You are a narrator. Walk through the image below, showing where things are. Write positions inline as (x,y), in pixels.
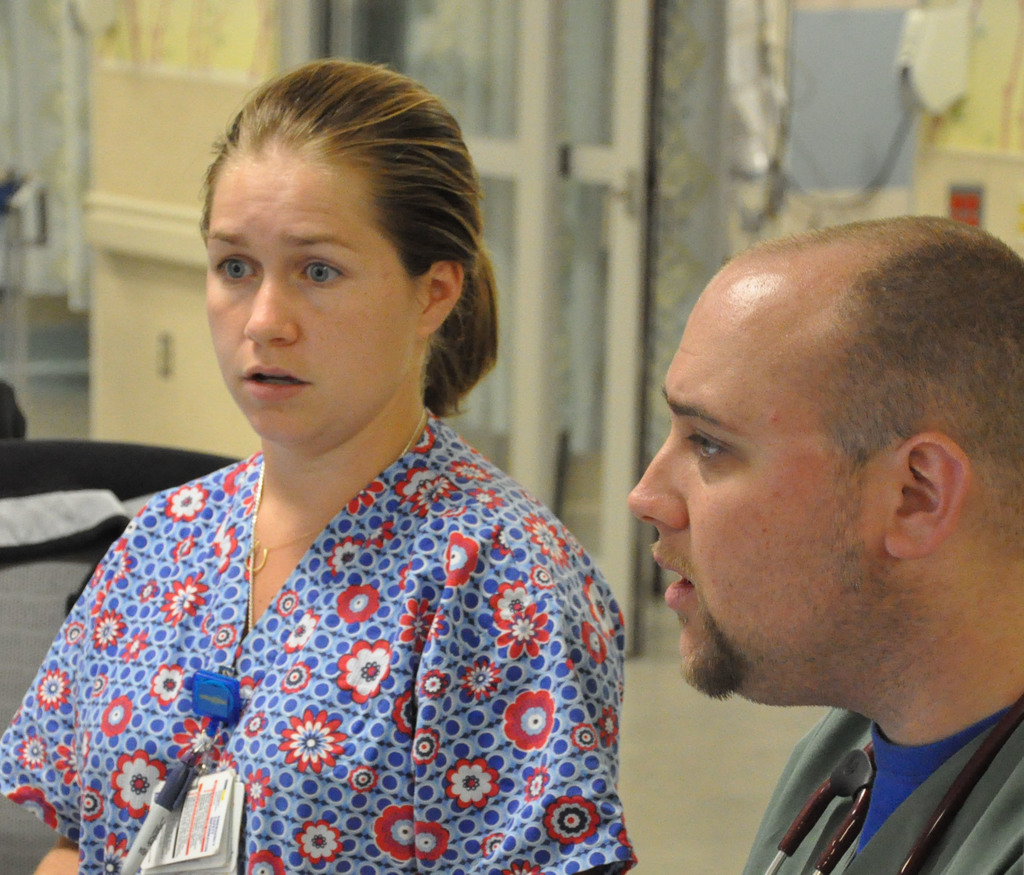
Here there is a man (807,577) and a woman (360,661) wearing clothes (375,779).
